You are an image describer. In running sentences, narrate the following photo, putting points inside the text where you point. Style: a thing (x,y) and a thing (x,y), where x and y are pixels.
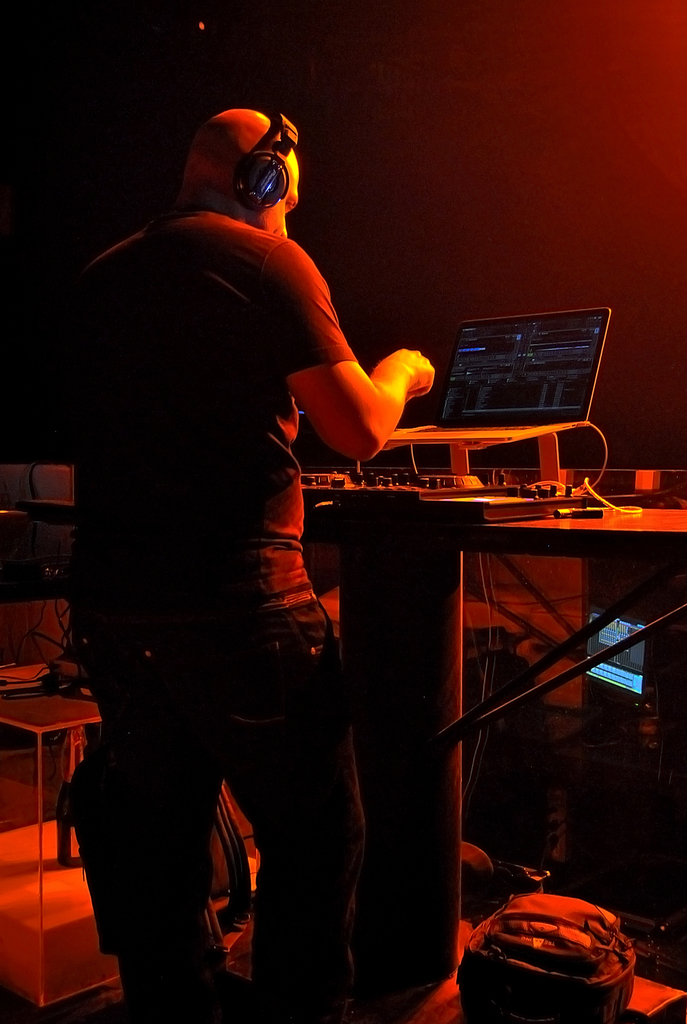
In this picture we can see a man (220,736) is standing on the path (218,961) and in front of the man (201,525) there is a table (459,597) and on the table (438,535) there is a laptop (538,388), cables (611,503) and some music systems (428,480) and on the path (445,992) there is a bag (481,975) and other things (14,709). Behind the man (192,642) there is a dark background (134,163).
